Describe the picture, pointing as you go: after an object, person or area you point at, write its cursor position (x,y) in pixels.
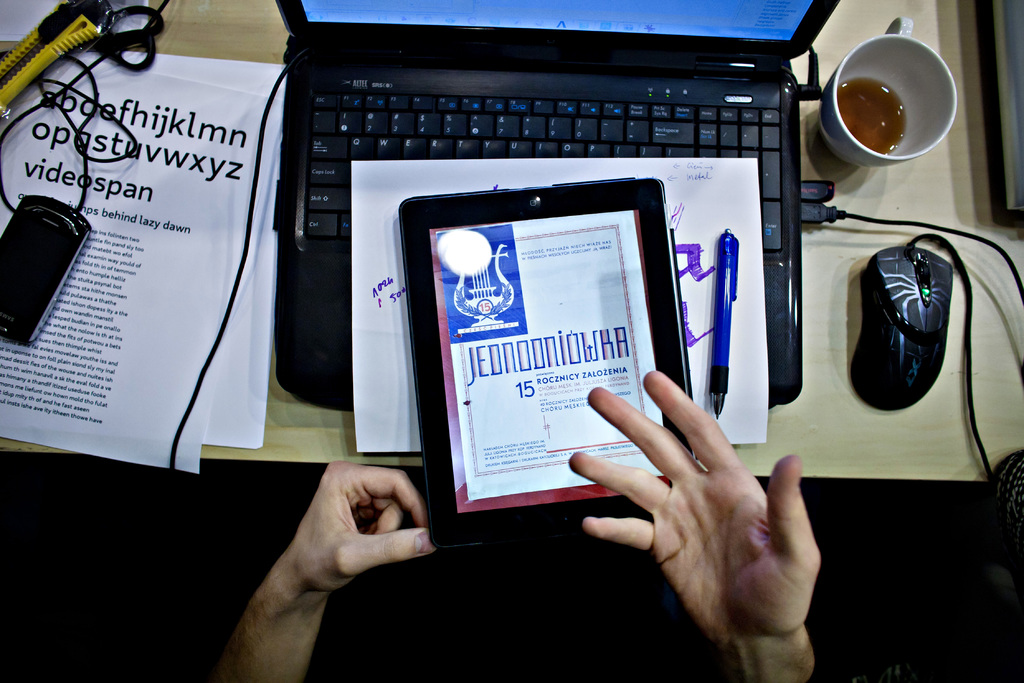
In this image we can see a person's hand (352,538). Here we can see tablet (480,309), paper (712,197), pen (731,299), laptop (359,17) opened, mouse (903,340), cup (879,158), mobile phone (29,315), papers (113,248), wires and scissors (134,66) are placed on the wooden table (880,175). Here we can see the image is dark.
